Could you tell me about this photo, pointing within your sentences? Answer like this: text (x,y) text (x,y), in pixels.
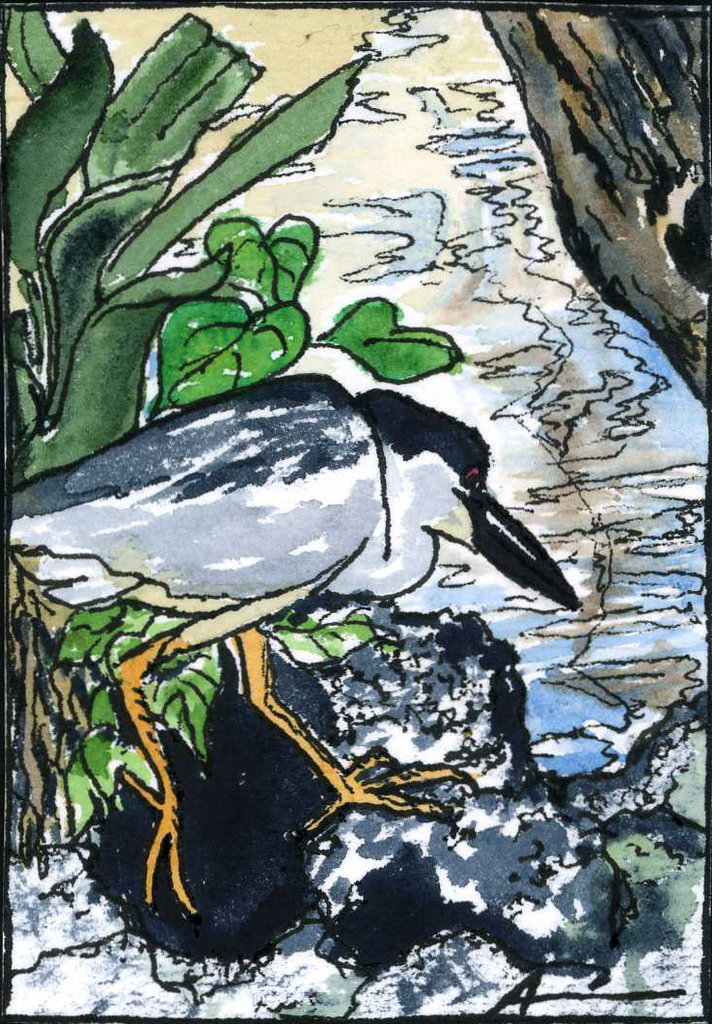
In this image, there is an art (579,284) contains a bird (286,717) and plant (134,353).
